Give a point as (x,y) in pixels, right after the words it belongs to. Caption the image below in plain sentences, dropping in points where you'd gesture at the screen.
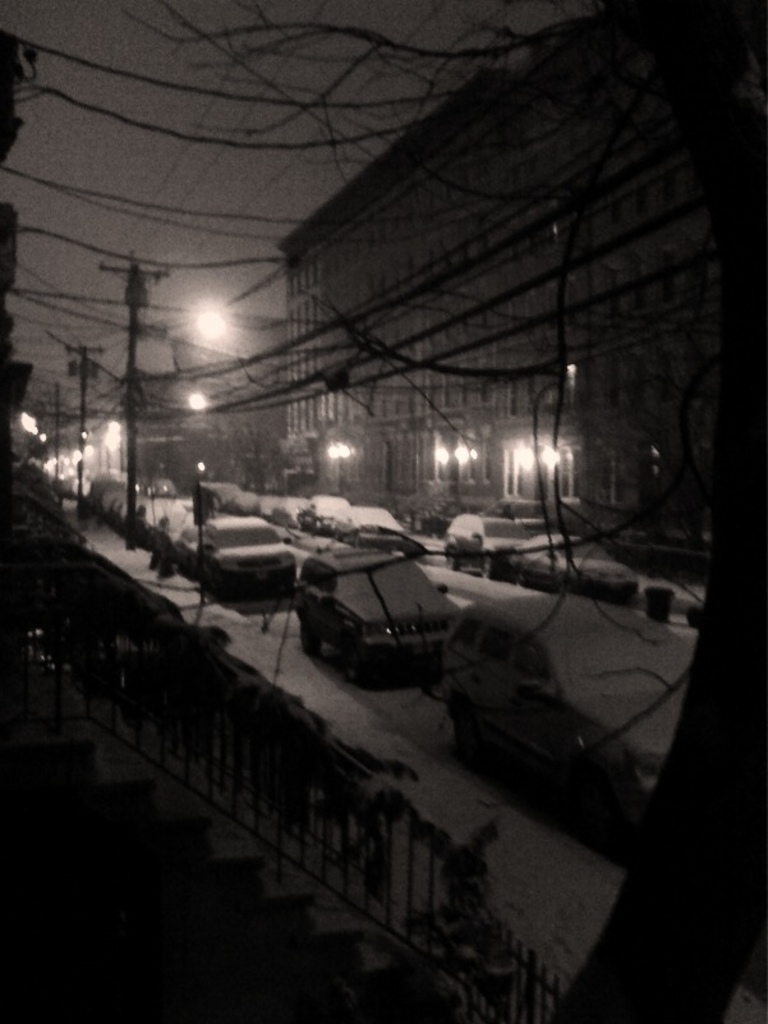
It is a black and white image taken during the night time. In this image we can see the buildings (311,398), tree (687,688), fence (334,837) and also the vehicles (388,652) which are covered with the snow (348,601). We can also see the electrical poles (129,392) with wires (186,376). Sky (216,402) is also visible. We can also see the lights (527,461).
